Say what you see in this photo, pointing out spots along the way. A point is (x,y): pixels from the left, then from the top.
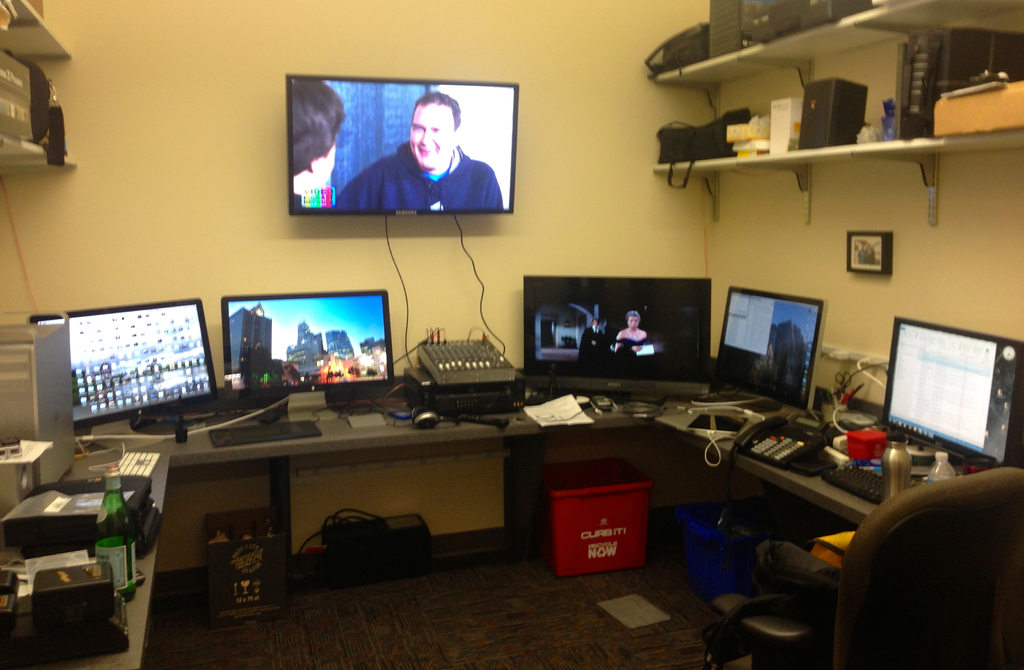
At the bottom right side of the image (892,571), we can see one chair (892,571). In the center of the image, we can see one table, baskets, one black color object (383,570) and a few other objects (32,470). On the table (194,427), we can see monitors (675,359), papers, keyboards (244,436), bottles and a few other objects (501,423). On the monitor (620,392), we can see a few people (602,364), buildings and some text (914,355). In the background (703,209) there is a wall (343,63), one monitor (407,95), shelves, black color objects (862,123), one photo frame (887,241) and a few other objects (676,130). On the monitor (415,158), we can see two persons (385,168).
